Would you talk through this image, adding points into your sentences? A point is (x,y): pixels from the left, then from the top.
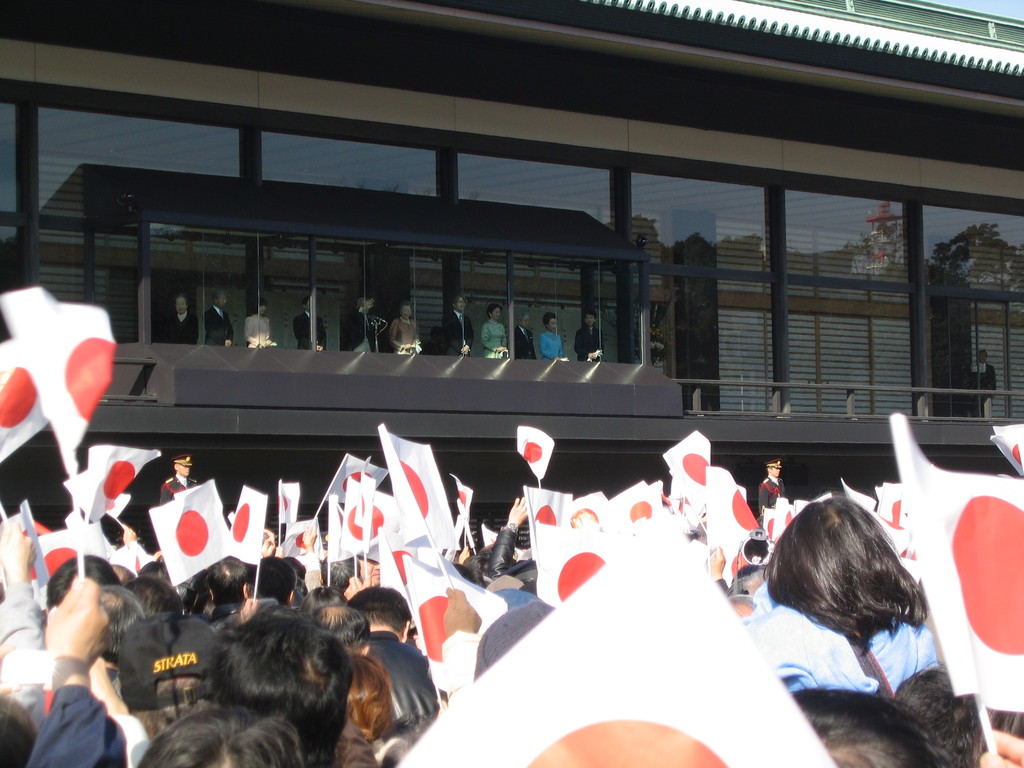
In this picture I can see few people (487,559) holding flags (490,602), in front few people (403,340) are standing near glass (413,302) in side of the building (381,349) and watching.
